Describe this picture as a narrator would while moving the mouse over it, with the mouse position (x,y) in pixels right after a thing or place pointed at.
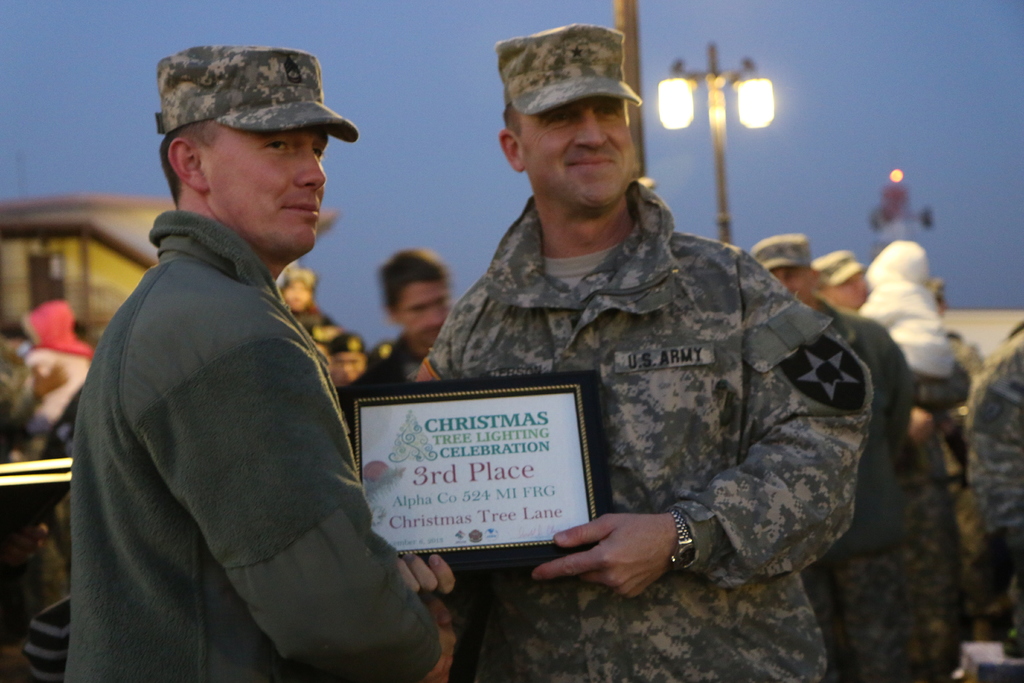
There are two men (629,410) standing and smiling. They are holding a photo frame (562,461) in their hands (562,533). This looks like a light pole (724,122). I can see few people (890,364) standing. This is the sky (413,9).
